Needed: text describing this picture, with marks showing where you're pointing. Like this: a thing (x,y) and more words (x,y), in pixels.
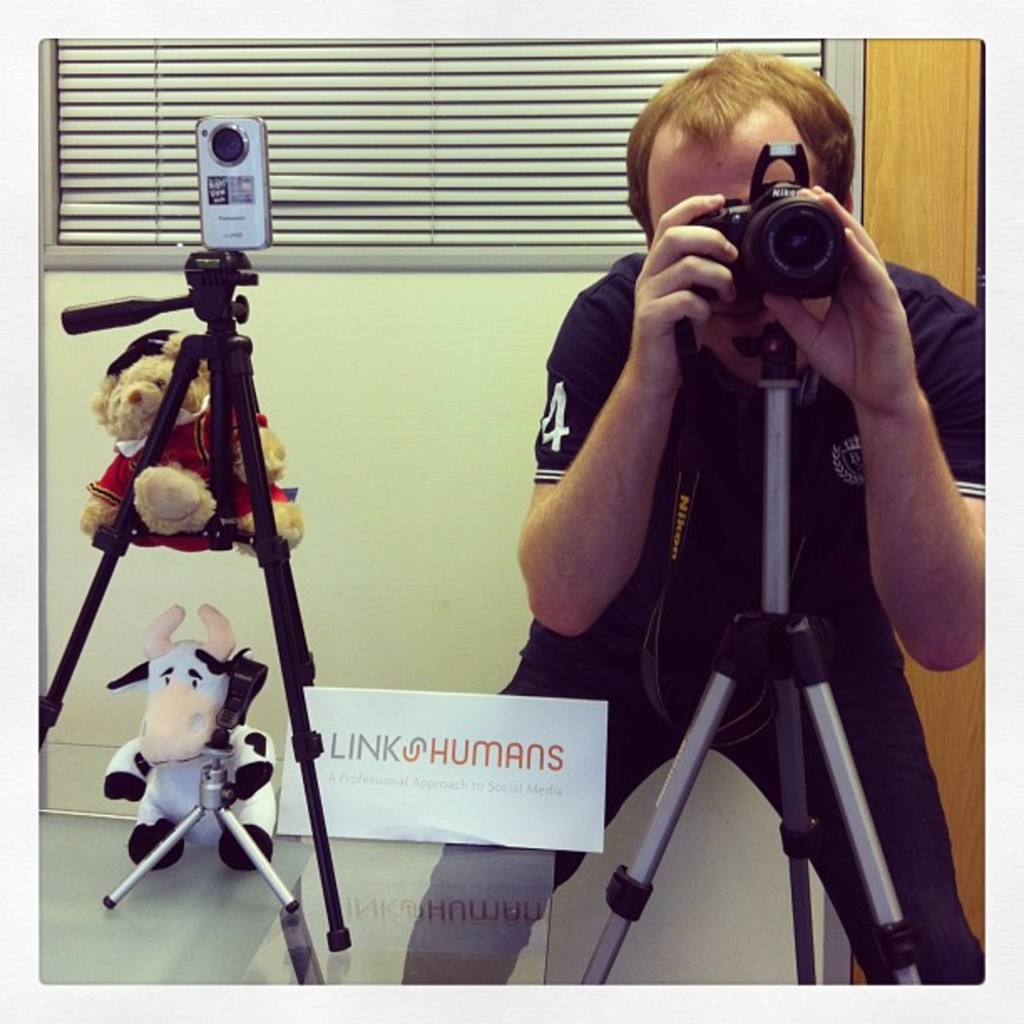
In this image there is a man (660,388) taking the picture with the camera (756,236). In front of him there is a tripod (770,523) on which there is a camera (760,275). On the left side (216,425) there is another tripod (217,339) on which there is a camera (227,177). There are two dolls (200,493) to the tripod (216,326). In the background (384,164) there is a curtain (383,206).
